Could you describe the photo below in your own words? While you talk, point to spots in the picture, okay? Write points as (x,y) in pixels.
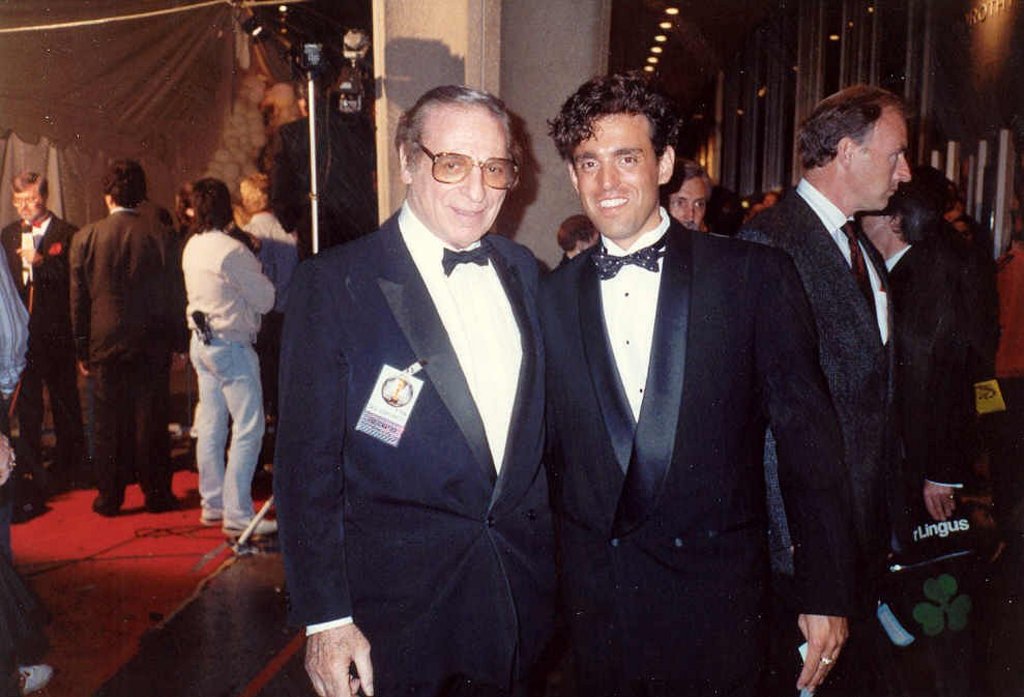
In this picture I can see two persons (406,250) standing and smiling, and in the background (988,413) there are group of people (306,182) standing, there are lights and some other items (114,89).
